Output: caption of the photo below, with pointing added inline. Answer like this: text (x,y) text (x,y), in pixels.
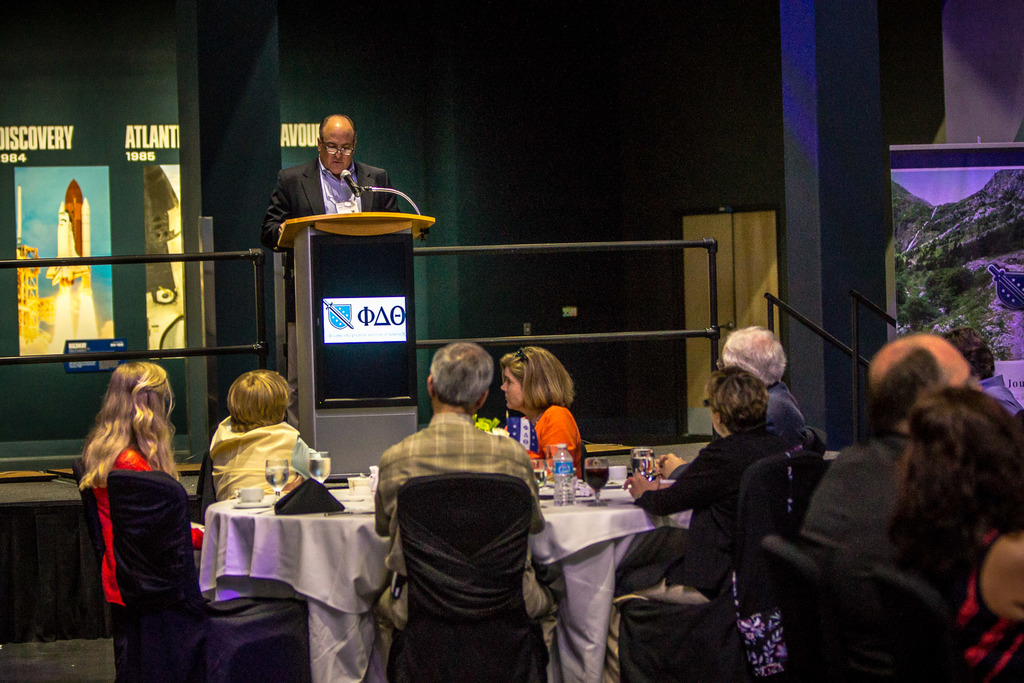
In this image I can see a person (388,196) standing in front of a podium (356,323) in the middle (352,251) and at the bottom (143,459) I can see a group of people (704,518) sitting around the table (360,572) on chairs (758,547), on the table (343,526) I can see bottles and glasses (597,471) and I can see the wall (540,175) at the top (109,89) and I can see screen (943,237) on the right side (941,207).
